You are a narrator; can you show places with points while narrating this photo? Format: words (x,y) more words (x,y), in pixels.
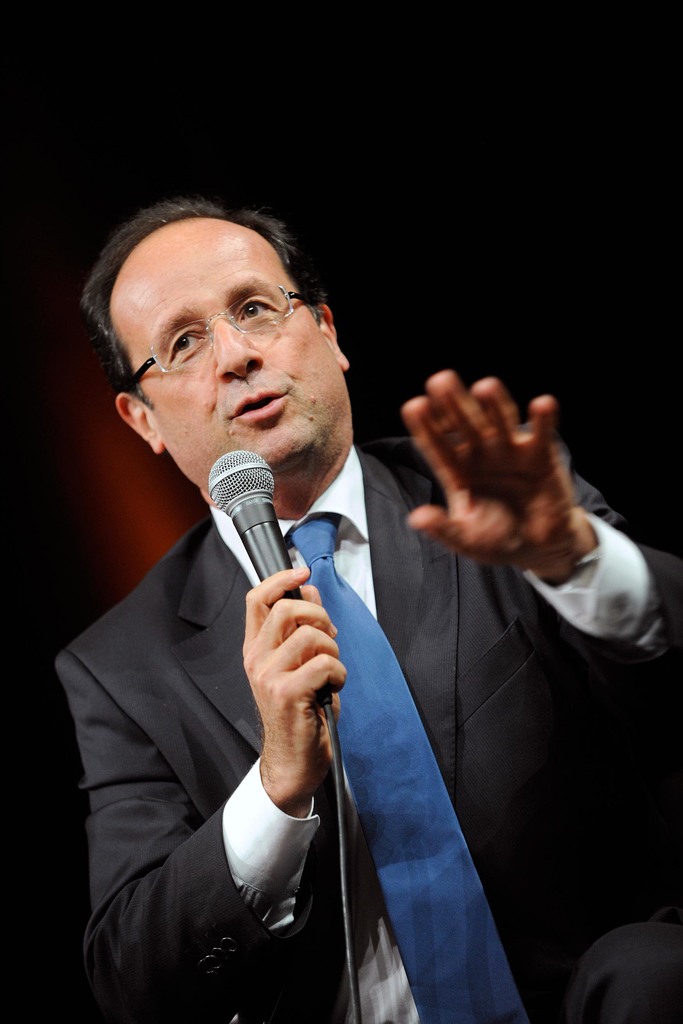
In the image we can see there is a man (288,498) who is sitting and holding mic (336,737) in his hand (270,667).
